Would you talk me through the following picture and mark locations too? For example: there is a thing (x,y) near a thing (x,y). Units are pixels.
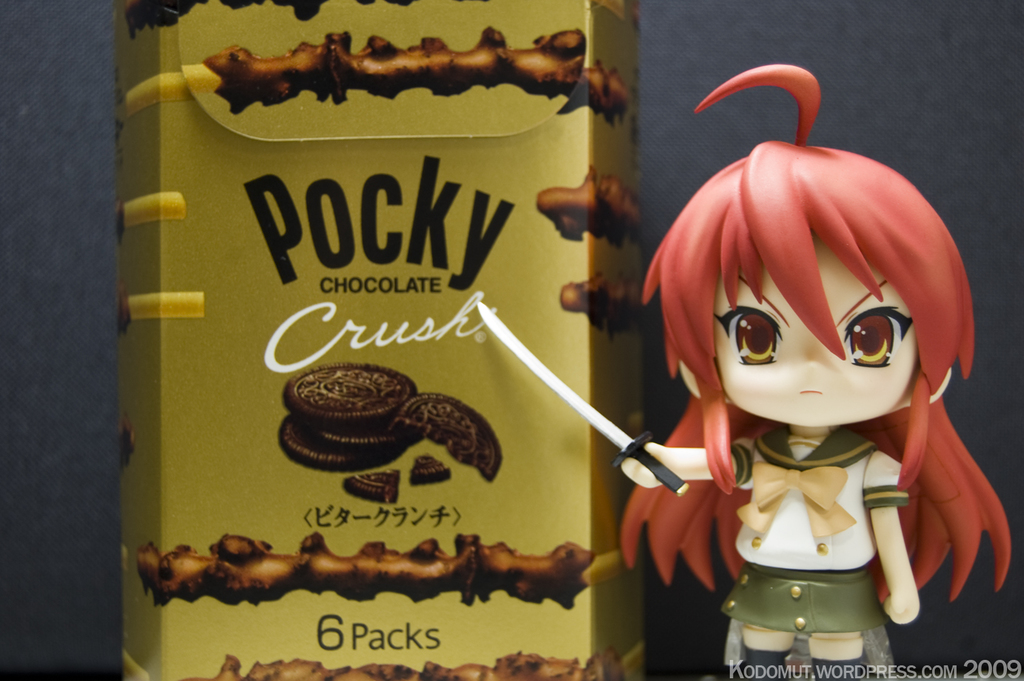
This is a photo, in this image there is a figurine (727,273) beside a chocolate box (474,329).
